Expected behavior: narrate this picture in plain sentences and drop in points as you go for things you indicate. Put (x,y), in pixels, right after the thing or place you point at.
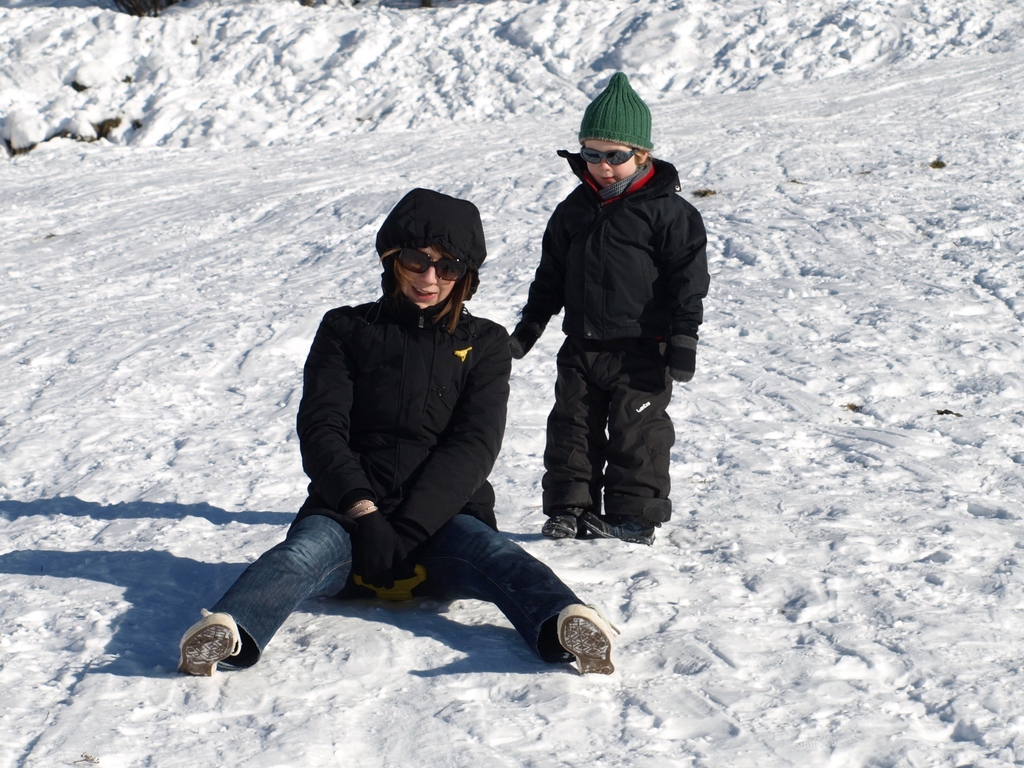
In this image in the foreground (327,470) there are two people (403,450) visible on the snow floor (311,337) and they both are wearing black color jacket (399,399), spectacle (617,156), woman (356,395) sitting on floor (74,595), beside her there is a boy (621,385) standing.
